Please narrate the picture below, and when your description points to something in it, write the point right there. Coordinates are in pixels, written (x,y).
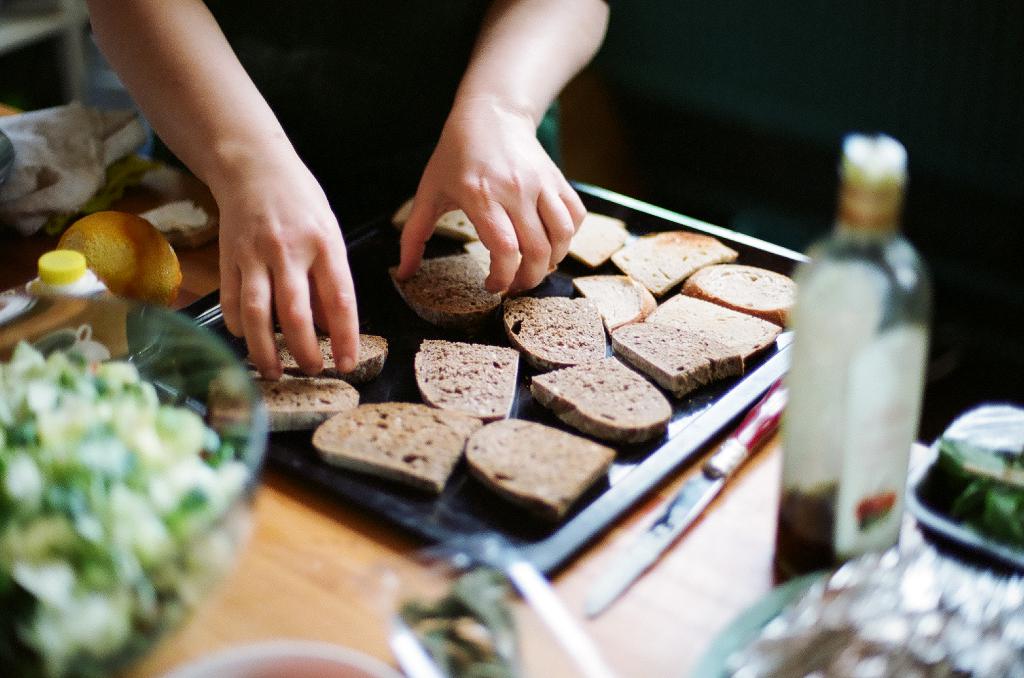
In this picture we can see hands (535,220) of a person (273,356) taking pieces (491,299) of bread (510,496) from a black tray (780,248). Here on the table (48,248) we can see a knife (754,413), a bottle (797,408), a bowl (229,405) of salad (146,447), fruits (159,266) etc.
